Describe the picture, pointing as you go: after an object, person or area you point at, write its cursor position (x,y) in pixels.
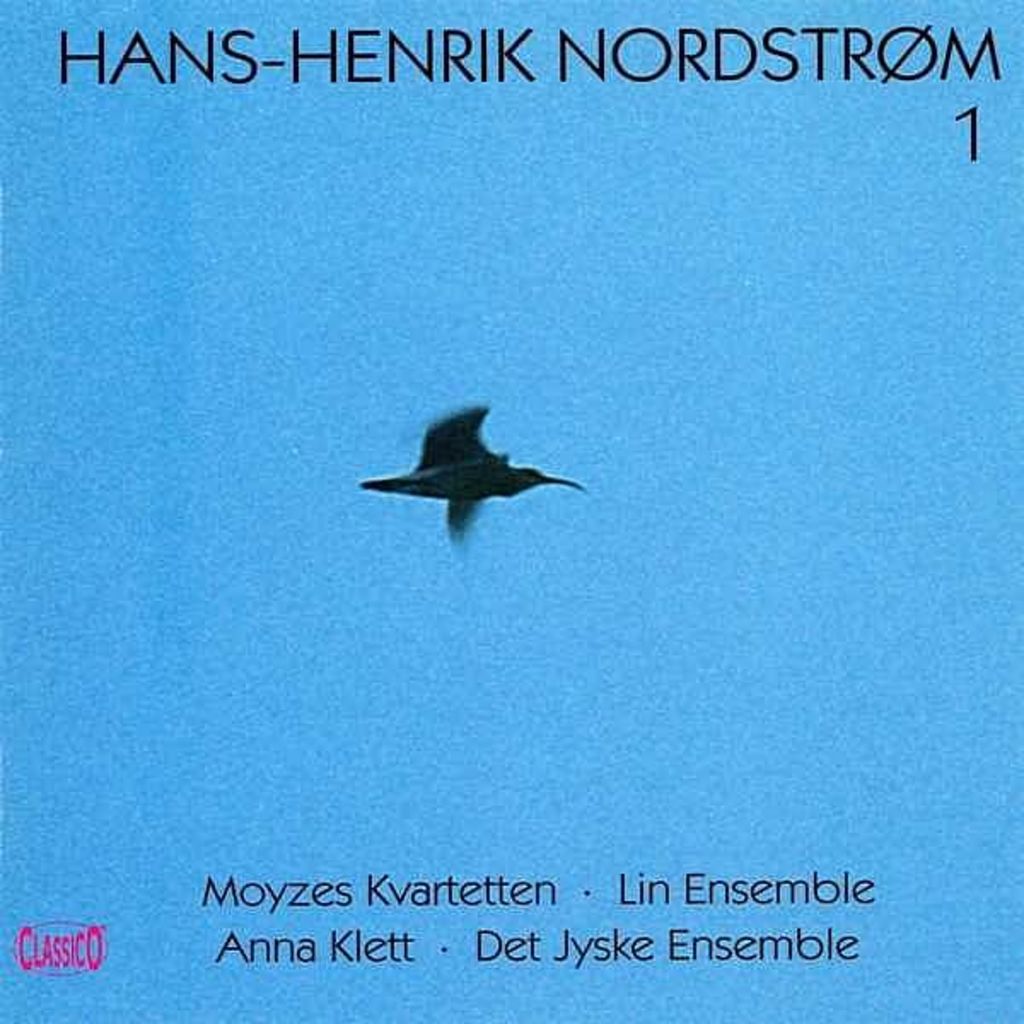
This is a poster (801,492), on this poster (844,559) we can see a bird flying and some text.
